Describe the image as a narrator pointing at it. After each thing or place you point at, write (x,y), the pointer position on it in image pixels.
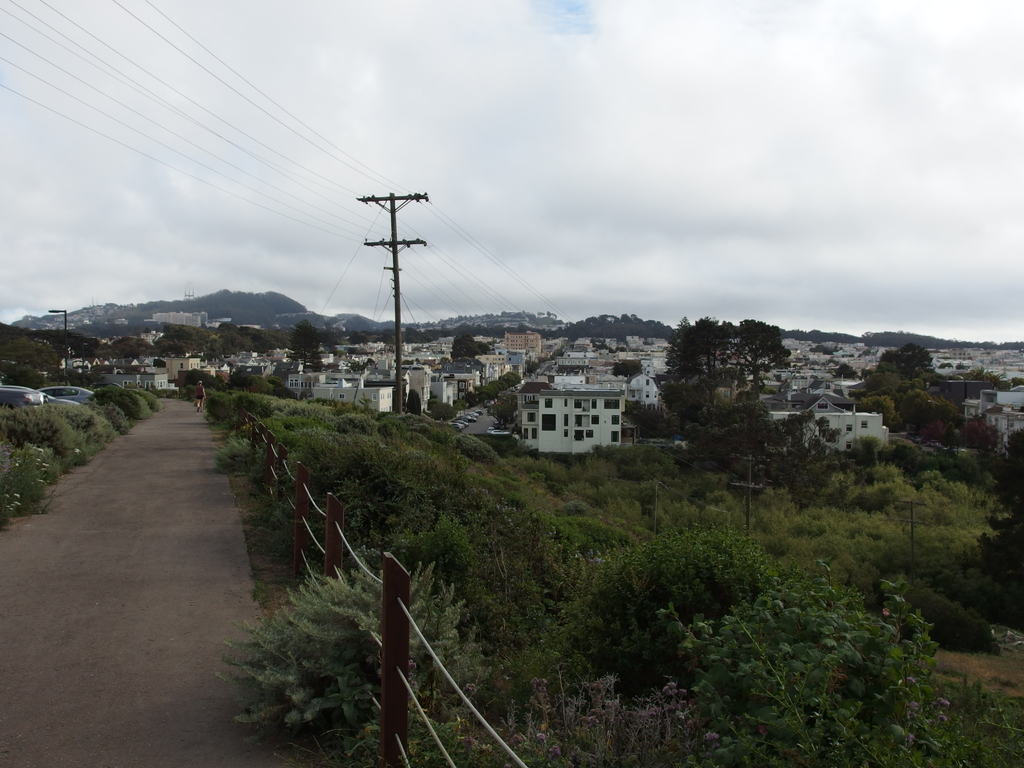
In this picture I can see buildings (481,354), trees (905,462) and I can see a pole (426,243) and a cloudy sky (577,201).
